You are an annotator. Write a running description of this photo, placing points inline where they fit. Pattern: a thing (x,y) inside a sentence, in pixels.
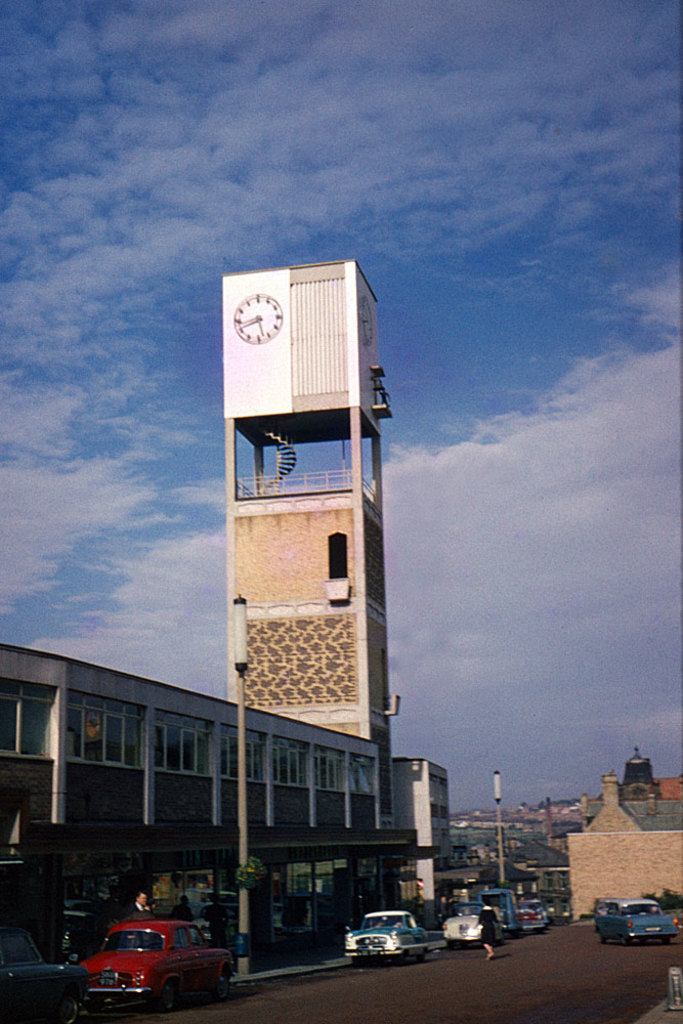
In the foreground of this image (455,946), there are few vehicles (656,911) on the road (628,959) and a person (492,952) walking on it. On the left (146,758), there is a building (272,799), poles (244,606) and a tower (298,656). In the background (535,821), there are buildings (538,818). At the top (373,200), there is the sky (382,202).
